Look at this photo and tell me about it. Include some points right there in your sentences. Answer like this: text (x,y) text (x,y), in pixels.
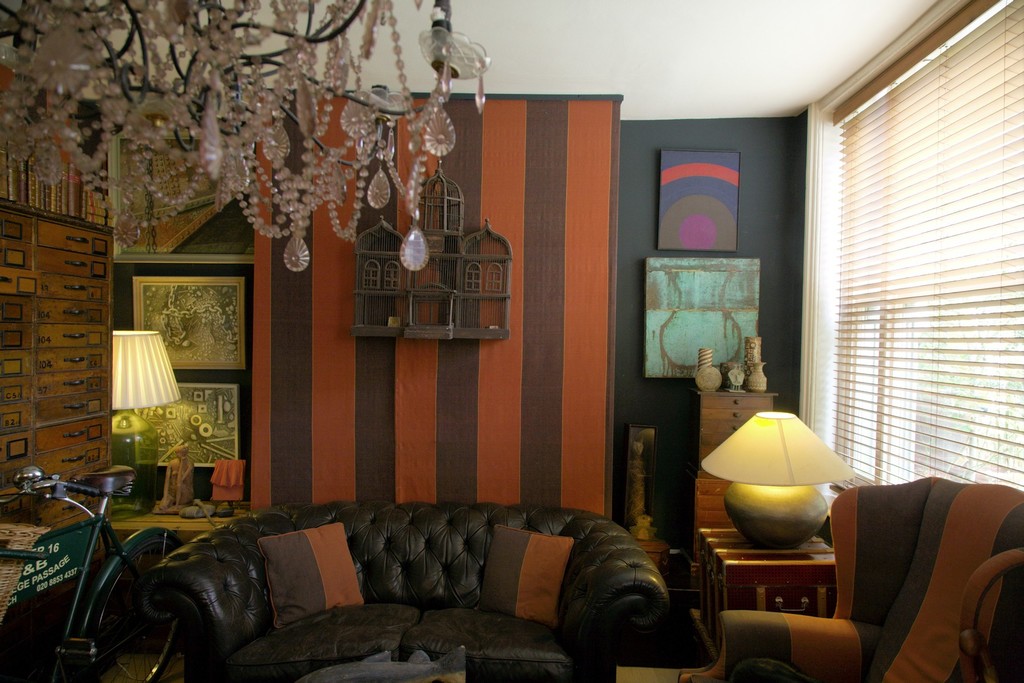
This photo is take inside where we can see wall hangings (476,333), couch (385,518), pillows (538,584), bicycle lamp (146,359), photo frames (177,317), table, sofa (924,544), window blind (927,192), ceiling (636,70) and a chandelier (147,104).
